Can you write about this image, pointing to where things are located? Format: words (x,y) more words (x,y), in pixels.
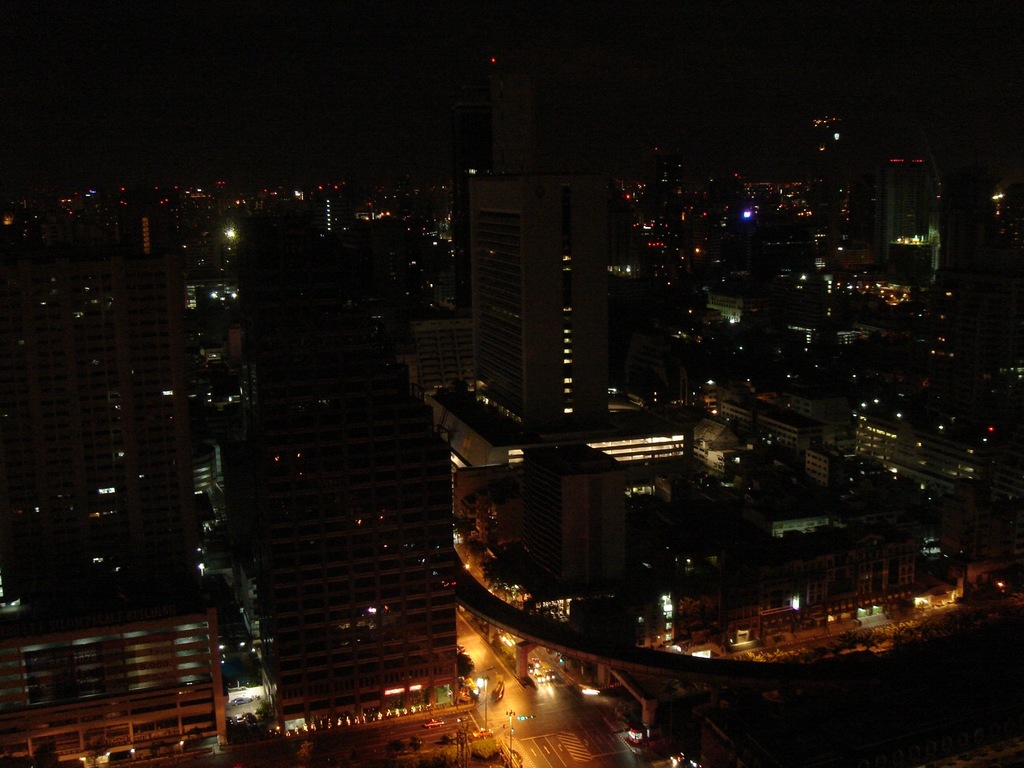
In the center of the image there are vehicles (550,678) on the road (576,755). There are traffic lights (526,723), light poles (511,730) and buildings (456,377).
